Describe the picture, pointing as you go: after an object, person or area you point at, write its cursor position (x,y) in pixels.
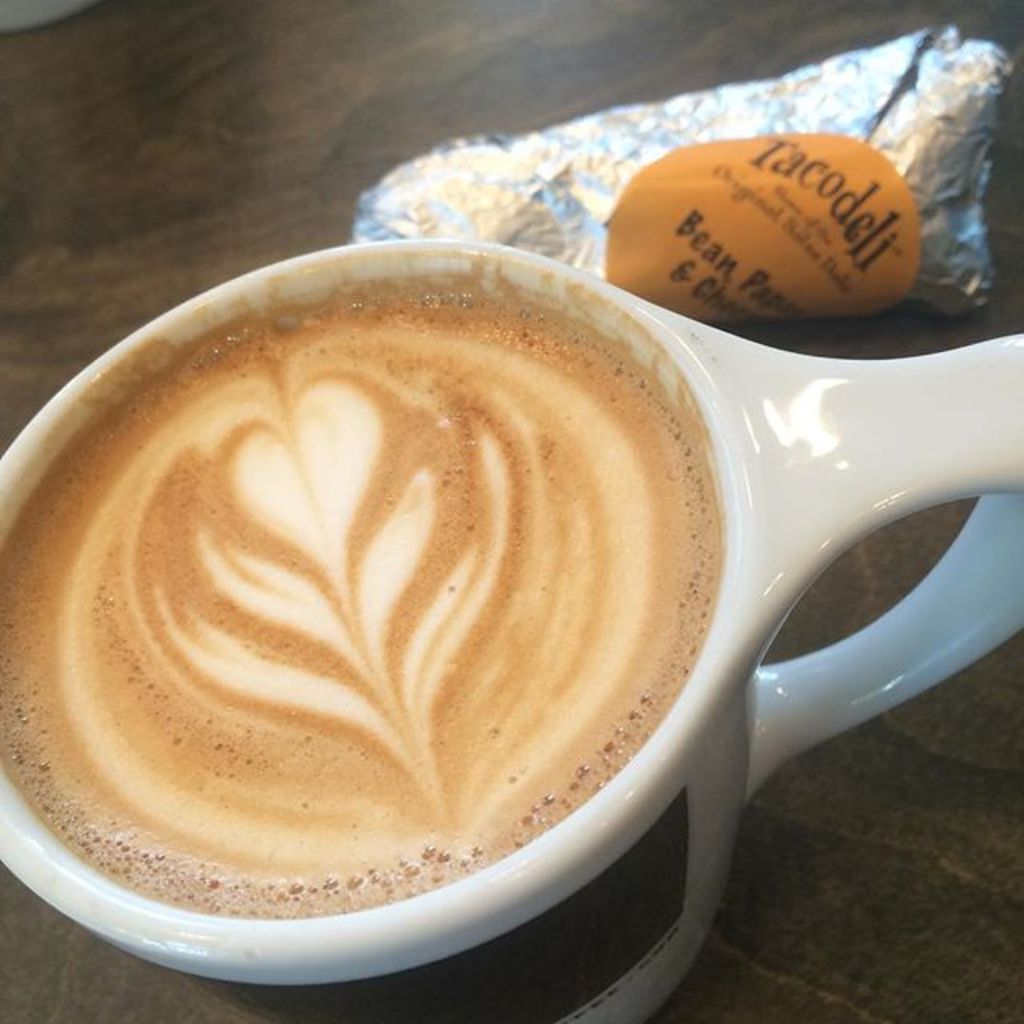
In this image we can see a table (535,87), a coffee cup (612,525) on a table (518,84) and an object (702,218) beside the cup (657,326).
